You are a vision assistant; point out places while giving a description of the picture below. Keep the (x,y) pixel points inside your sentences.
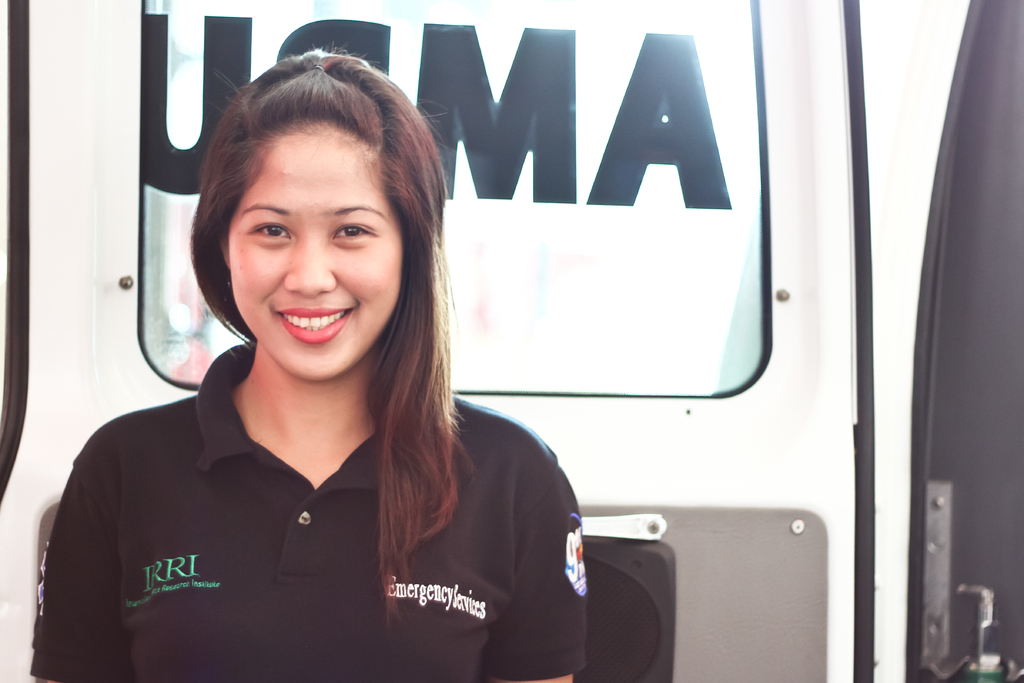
In the image a woman (298,109) is standing and smiling. Behind her there is a vehicle (506,66).
